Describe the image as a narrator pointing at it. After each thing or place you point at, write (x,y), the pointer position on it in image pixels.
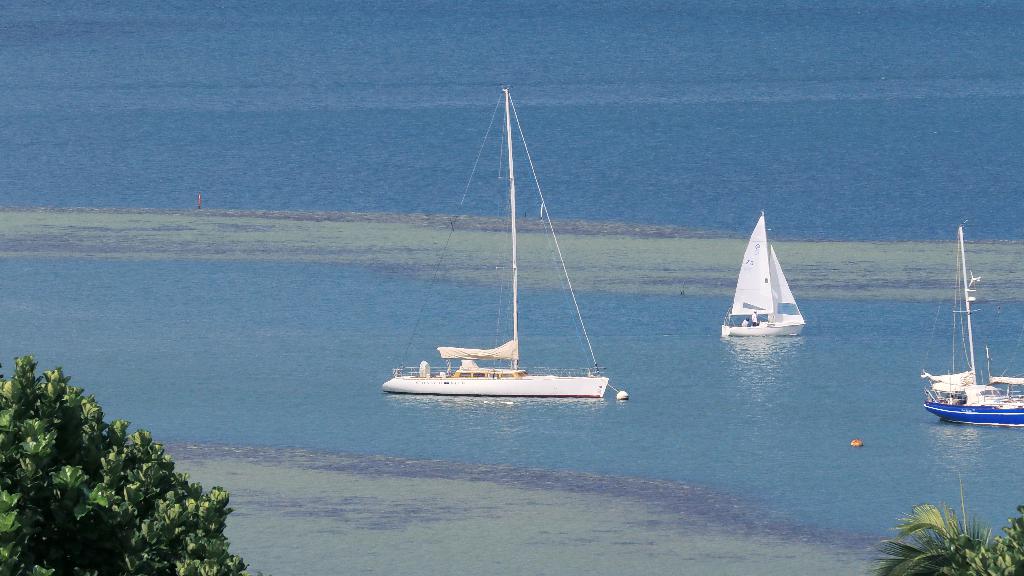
At the bottom of the picture (104,516) there are trees (155,545) and water (587,536). In the picture there is a water body (394,269). In the water (440,334) there are boats (771,299), in the center of the picture (595,356).
